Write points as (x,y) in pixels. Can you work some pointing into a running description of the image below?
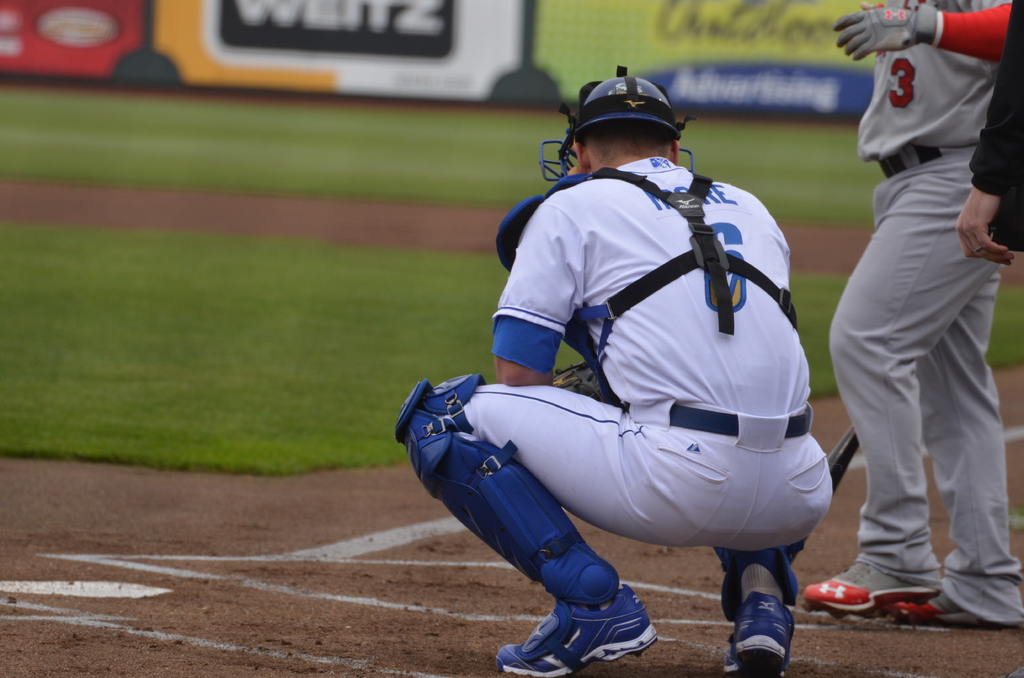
In the center of the image (558,247) we can see players (692,306) on the ground (660,608). In the background (171,255) we can see grass (186,169) and fencing (827,90).
